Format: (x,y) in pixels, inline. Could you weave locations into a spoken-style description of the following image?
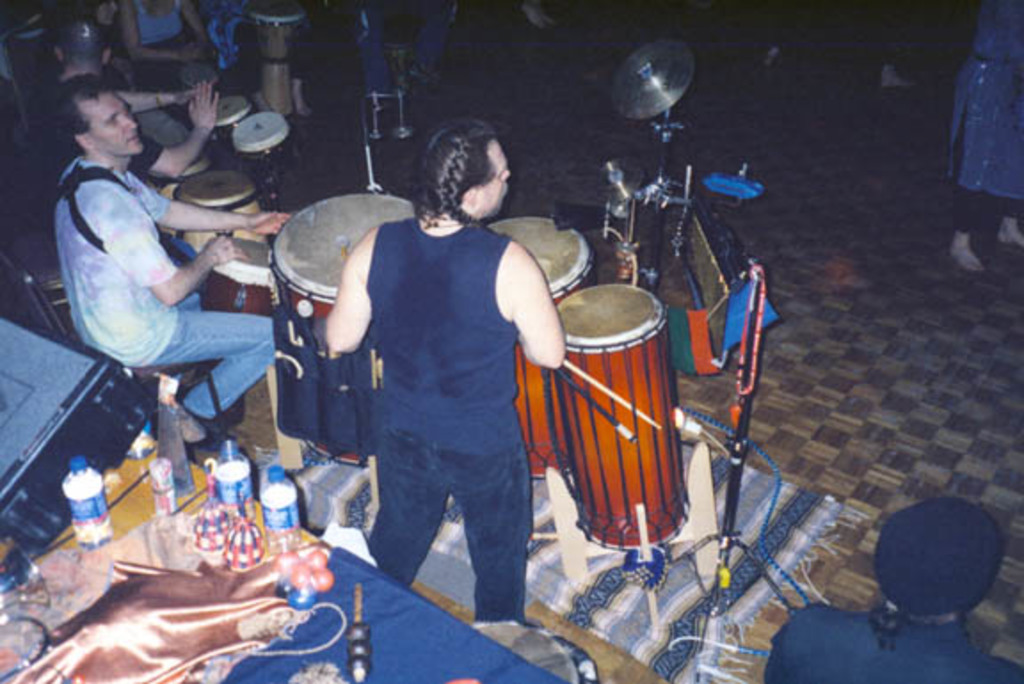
Here we can see a group of people (410,323) playing drums (600,352) and behind them we can see bottles (286,517) placed on table (305,535).
